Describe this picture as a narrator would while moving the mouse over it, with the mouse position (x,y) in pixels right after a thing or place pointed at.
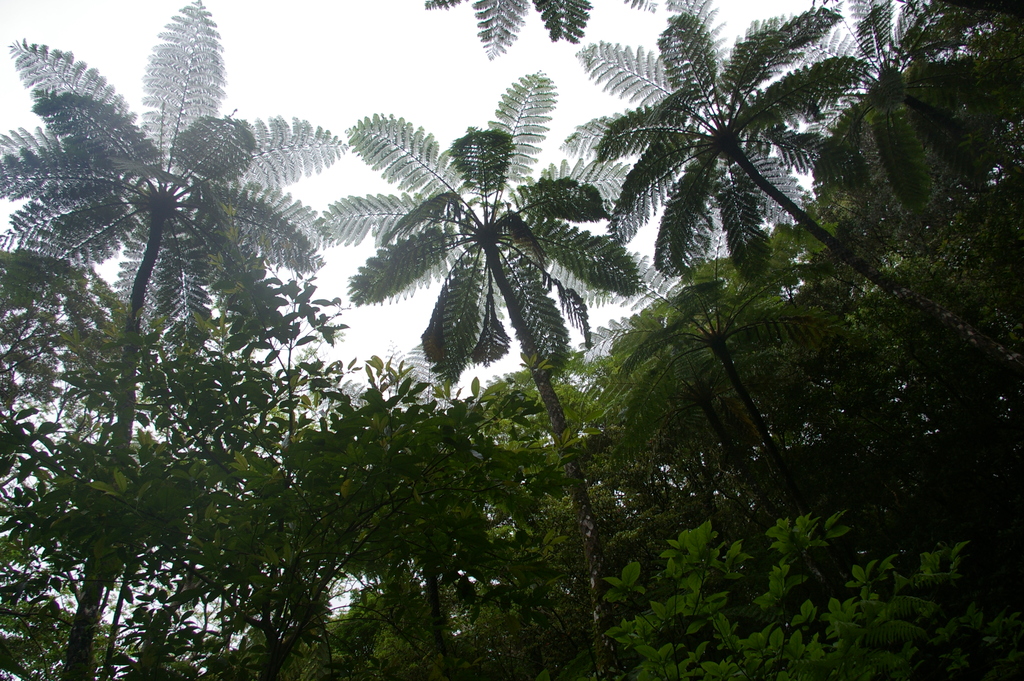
In front of the image there are trees (557,386). At the top of the image (373,112) there is sky (417,327).
